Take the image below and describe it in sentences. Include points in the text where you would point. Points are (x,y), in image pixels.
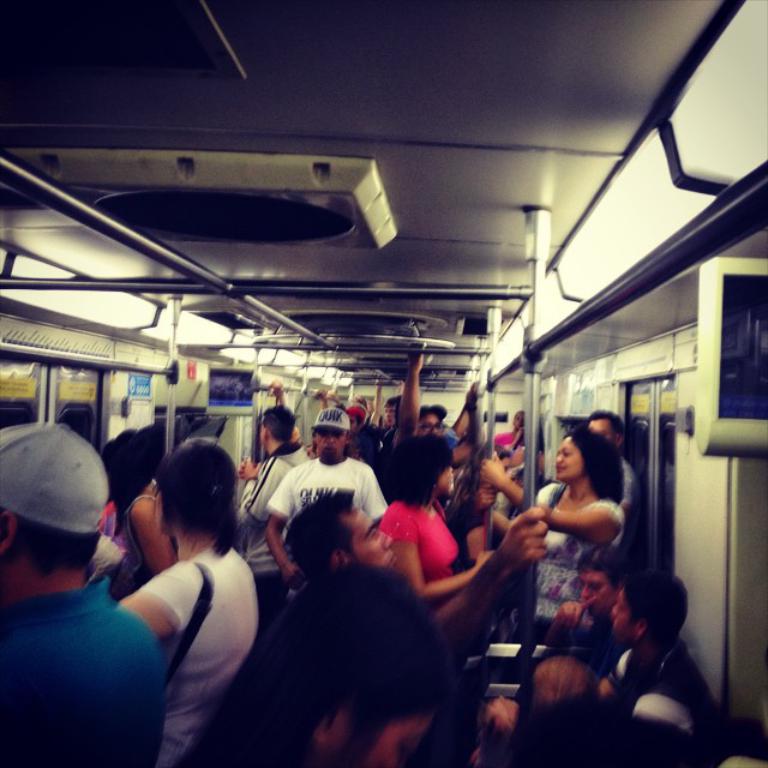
This is inside of a train (306,395). In this many people (325,478) are there. Some are standing and sitting. Some are wearing caps (60,440). There are iron bars (228,292). Some are holding that. Also there are doors (96,420).
